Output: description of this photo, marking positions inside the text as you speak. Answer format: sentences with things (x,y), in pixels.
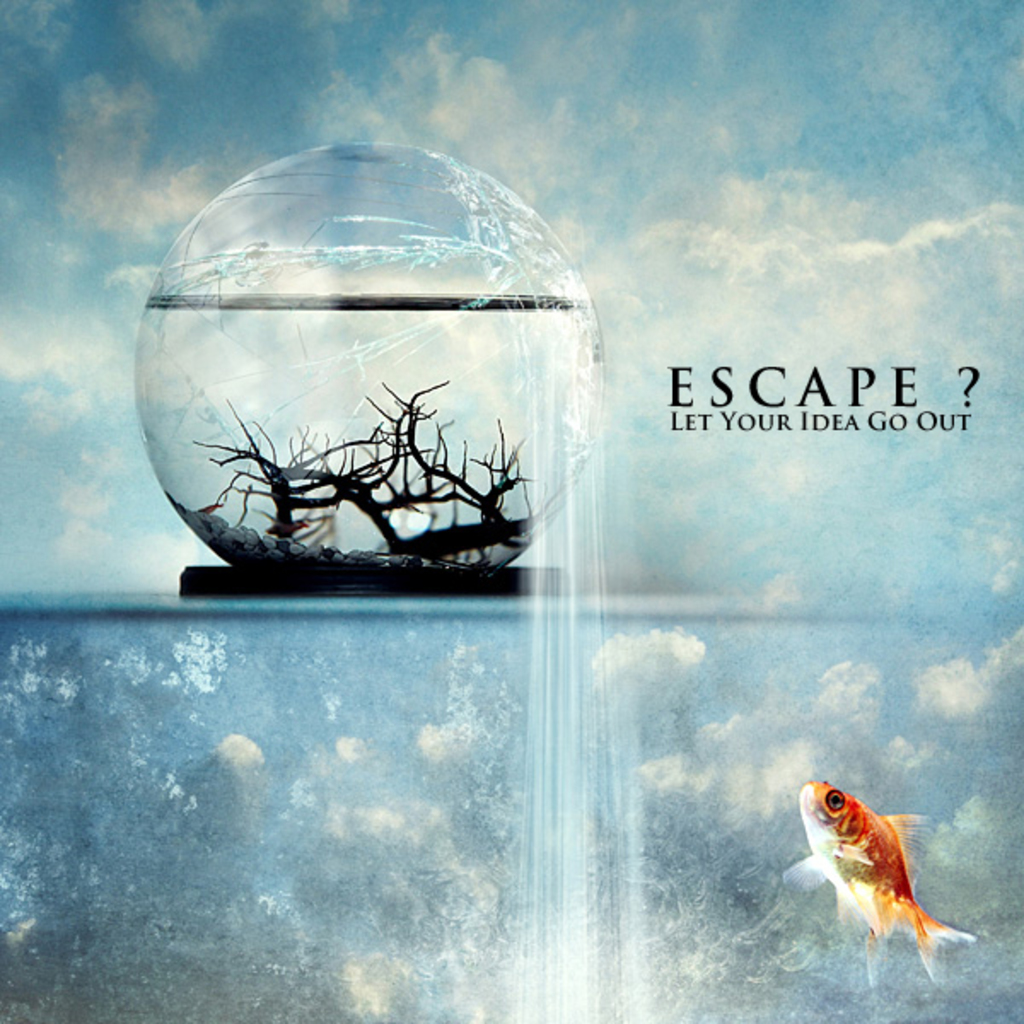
Here this is an edited image, in which we can see fish (789,874) present in the water (516,850) and we can also see a fish bowl (341,325), in which we can see trees (274,470) present and we can see clouds (916,286) in the sky (680,478) and we can see some text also present.
